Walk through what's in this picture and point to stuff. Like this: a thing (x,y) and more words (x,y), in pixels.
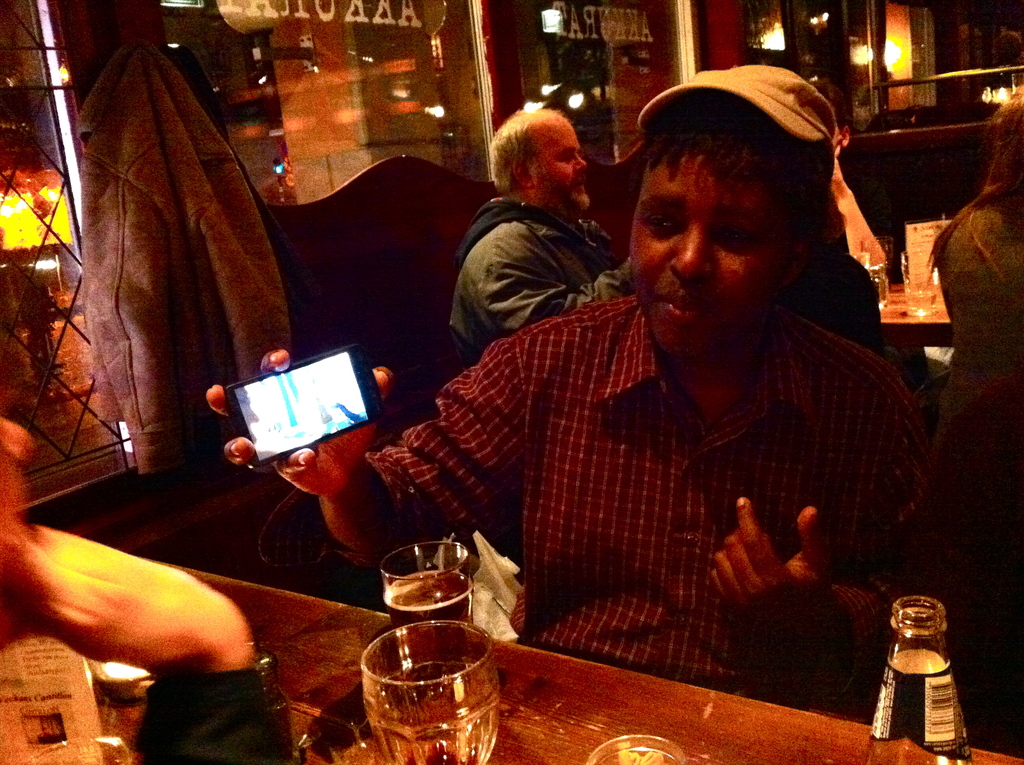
In the middle of the image (493,486) a man (589,330) is sitting and holding a mobile phone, In front of him there is a table (355,707). On the table (352,611) there are two glasses (420,605) and there is a bottle (905,639). Top right side of the image (1000,122) there is a person (972,374) sitting. In the middle of the image (618,284) there is a person (551,123) sitting. Top left side of the image (142,121) there is a cloth (156,409) on the wall (77,70).
